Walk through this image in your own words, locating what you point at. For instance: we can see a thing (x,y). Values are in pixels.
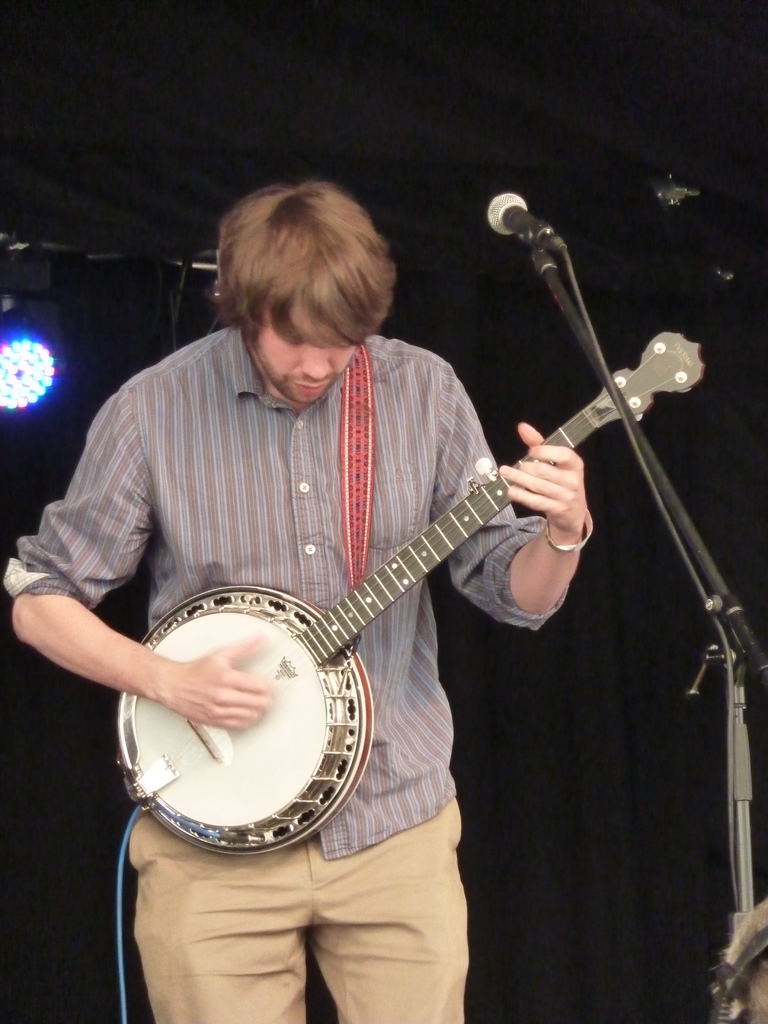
In the picture there is a man (406,681) standing and playing a musical instrument (478,514), in front of the man (467,474) there is a microphone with the stand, there is a cable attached to the microphone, behind the man (128,429) there is a light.
